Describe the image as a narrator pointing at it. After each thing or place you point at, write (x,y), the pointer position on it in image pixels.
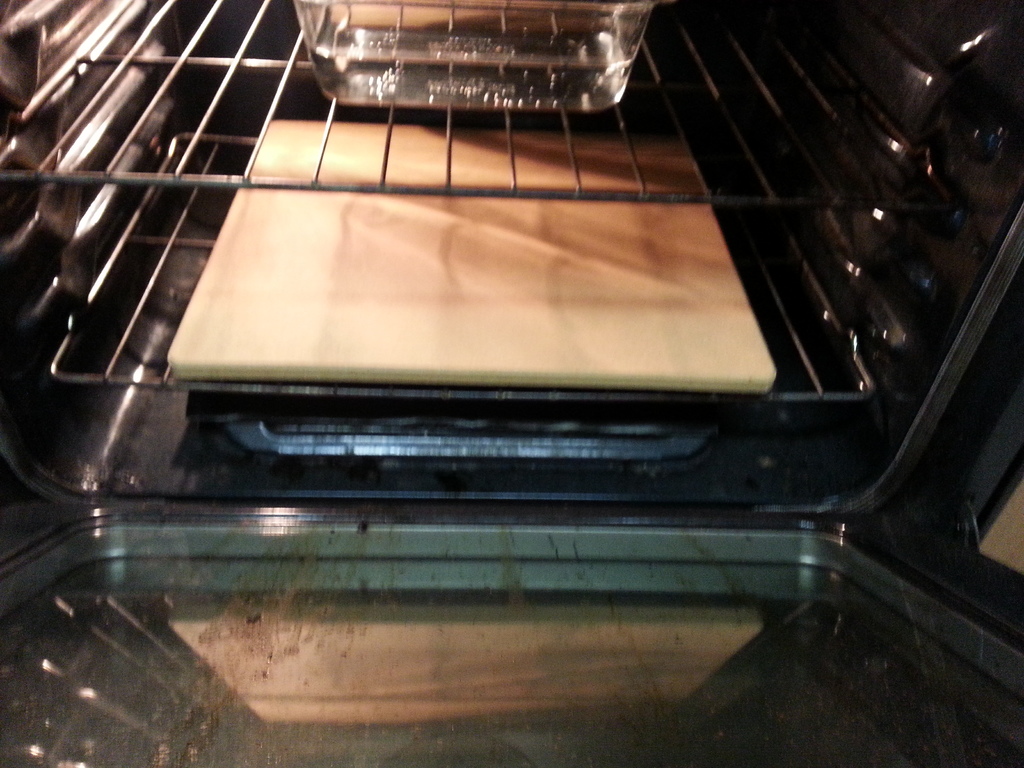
In this image I can see few trays (395,189) in the box (538,469). I can see a white color plate (515,358) and glass bowl (497,74) on the tray (525,60).
